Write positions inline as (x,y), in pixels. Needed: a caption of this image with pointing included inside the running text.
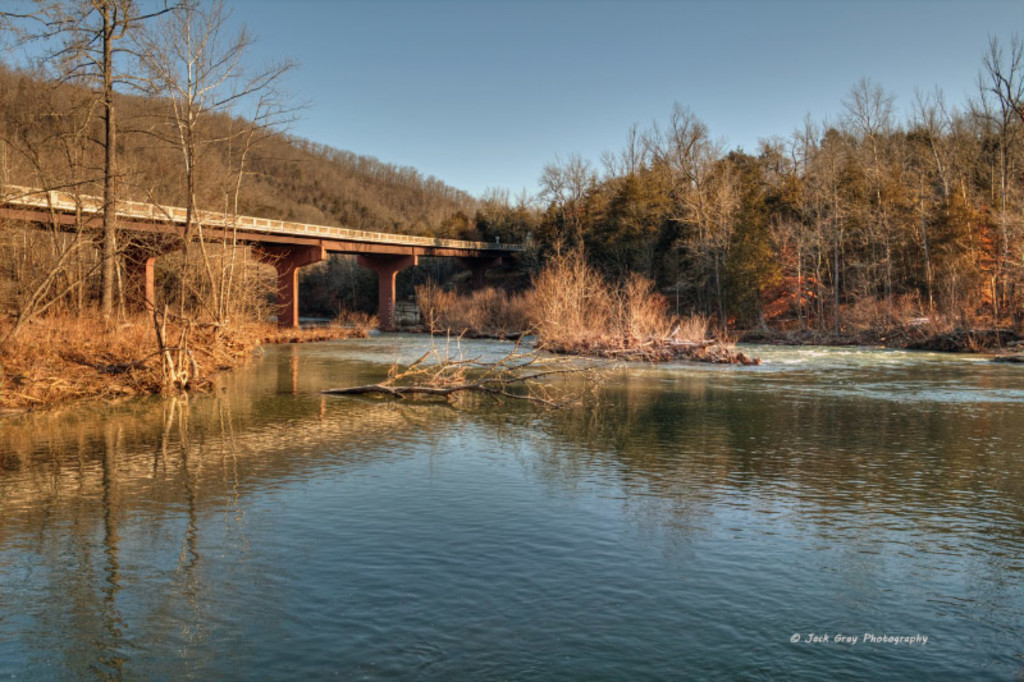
In this picture there is a bridge (390,279) near to the mountain (458,214). On the mountain (59,162) we can see many trees (417,207). At the bottom (436,582) there is a river (329,563). In the bottom right corner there is a watermark (886,644). At the top (540,41) there is a sky (526,41). On the left (44,373) we can see the grass (200,338) and leaves (19,356).
